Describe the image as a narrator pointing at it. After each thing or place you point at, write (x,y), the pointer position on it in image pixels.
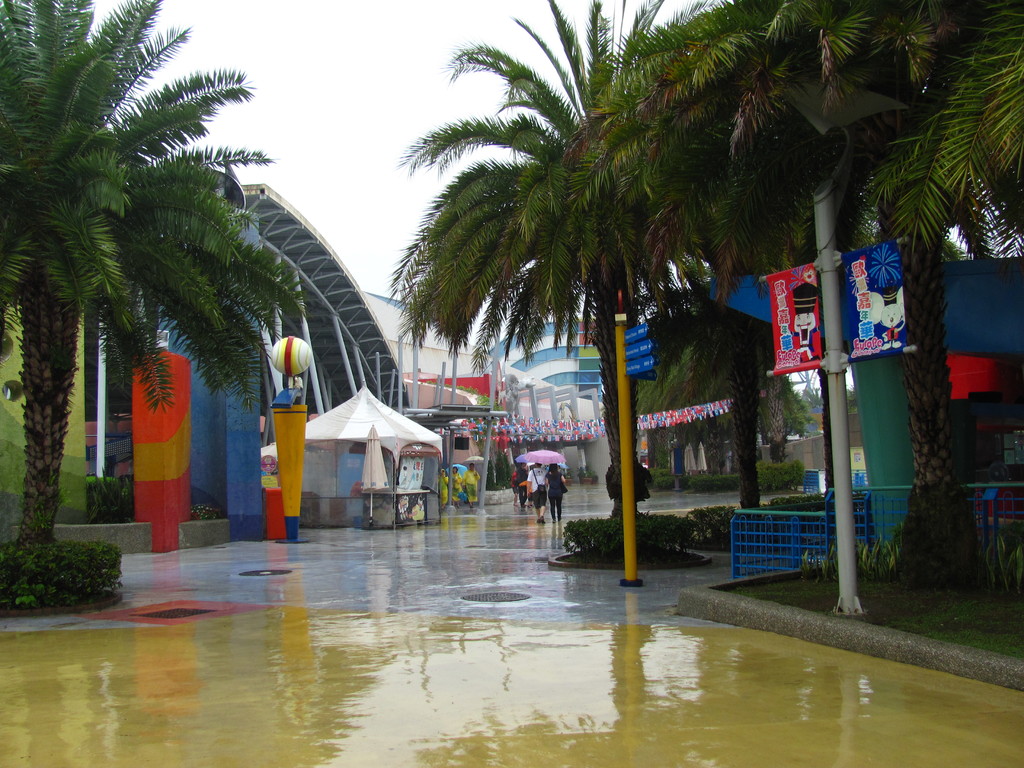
In this image we can see trees (624,262), plants (499,462), poles (488,451), banners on the poles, fences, few persons (532,474), an umbrella (531,461), buildings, tent (323,472), metal objects (359,356) and sky (350,213).
